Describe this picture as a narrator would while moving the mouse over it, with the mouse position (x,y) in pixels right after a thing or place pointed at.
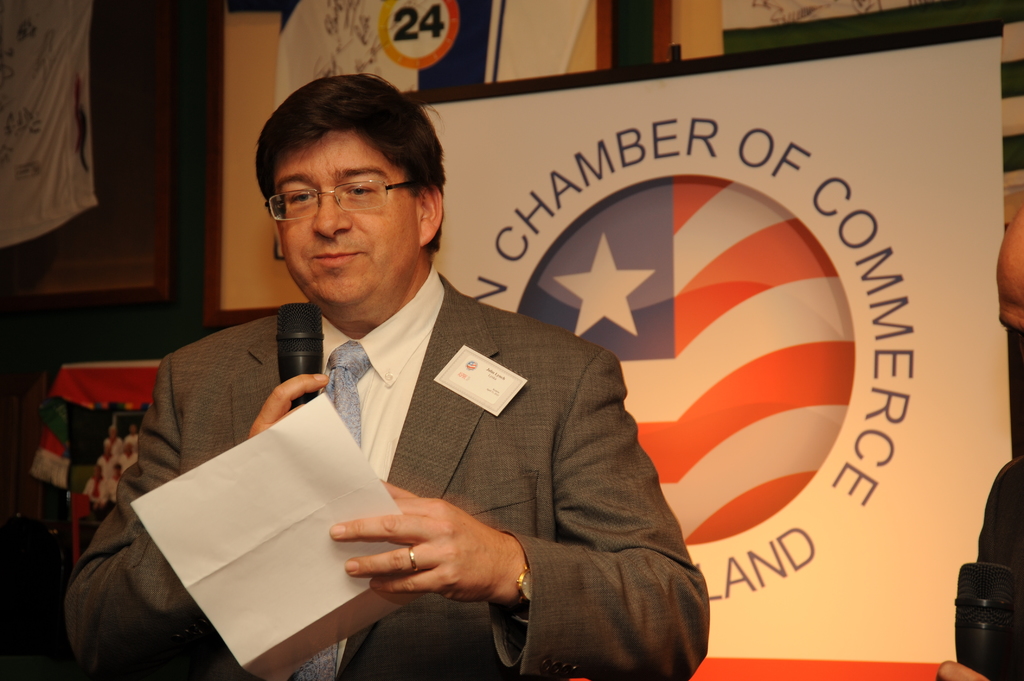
In this image there is a person (360,415) holding a paper (317,503) and a mike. In the background (641,360) there is a chamber of commerce board (811,178). In the right (1020,663) there is also some person (1017,630) with mike (967,624). In the left (105,425) there is a photograph (104,465), flag (52,418), cloth (50,59).
